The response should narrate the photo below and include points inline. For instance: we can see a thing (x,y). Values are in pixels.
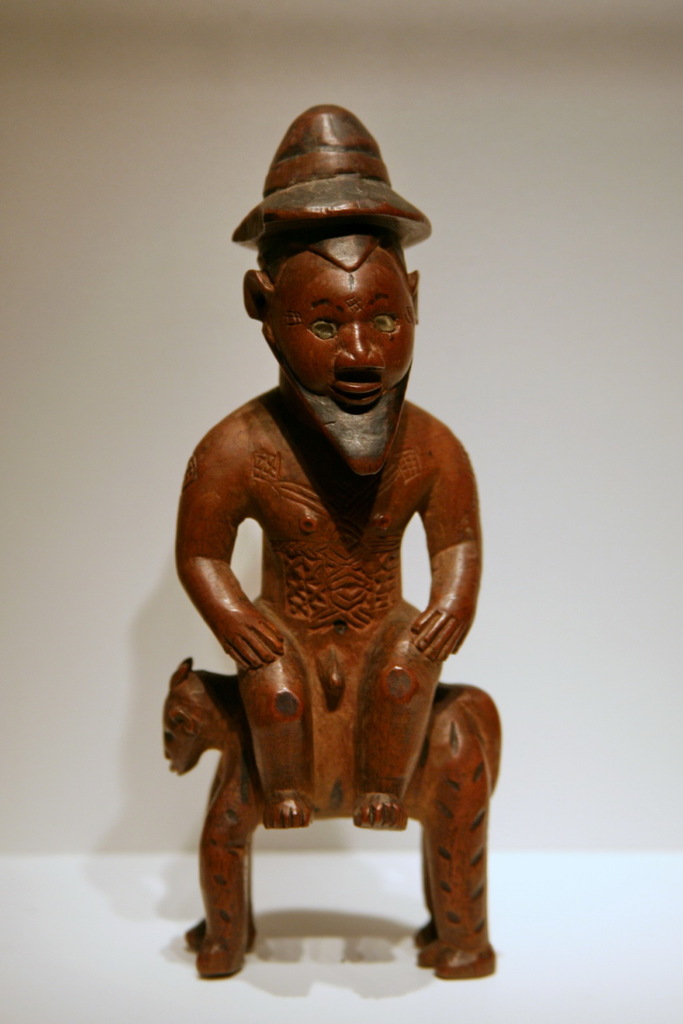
In the center of the image (325,594) we can see a toy sculpture (353,590). In the background (554,582) there is a wall (132,204).
